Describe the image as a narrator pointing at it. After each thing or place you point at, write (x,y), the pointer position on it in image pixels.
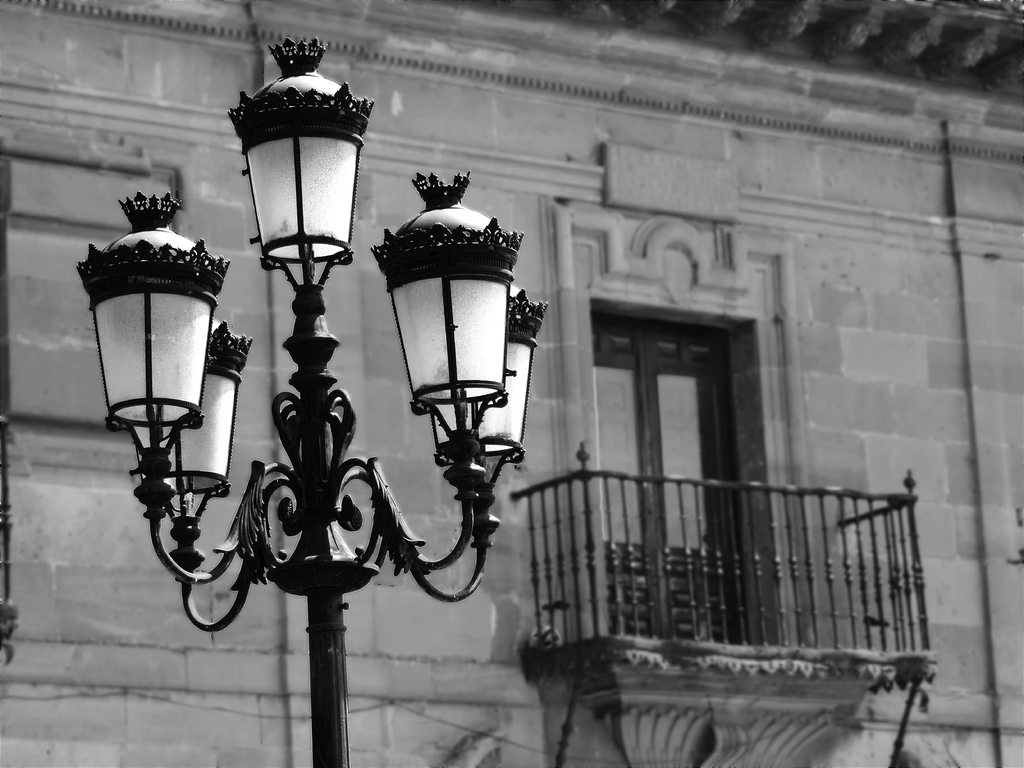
This is a black and white image. On the left side (311,491) there is a pole (308,474) which consists of five lanterns (420,317). In the background (713,256) there is a wall (773,239) along with a door (676,545) and balcony (748,639). This is a part of a building (810,458).
